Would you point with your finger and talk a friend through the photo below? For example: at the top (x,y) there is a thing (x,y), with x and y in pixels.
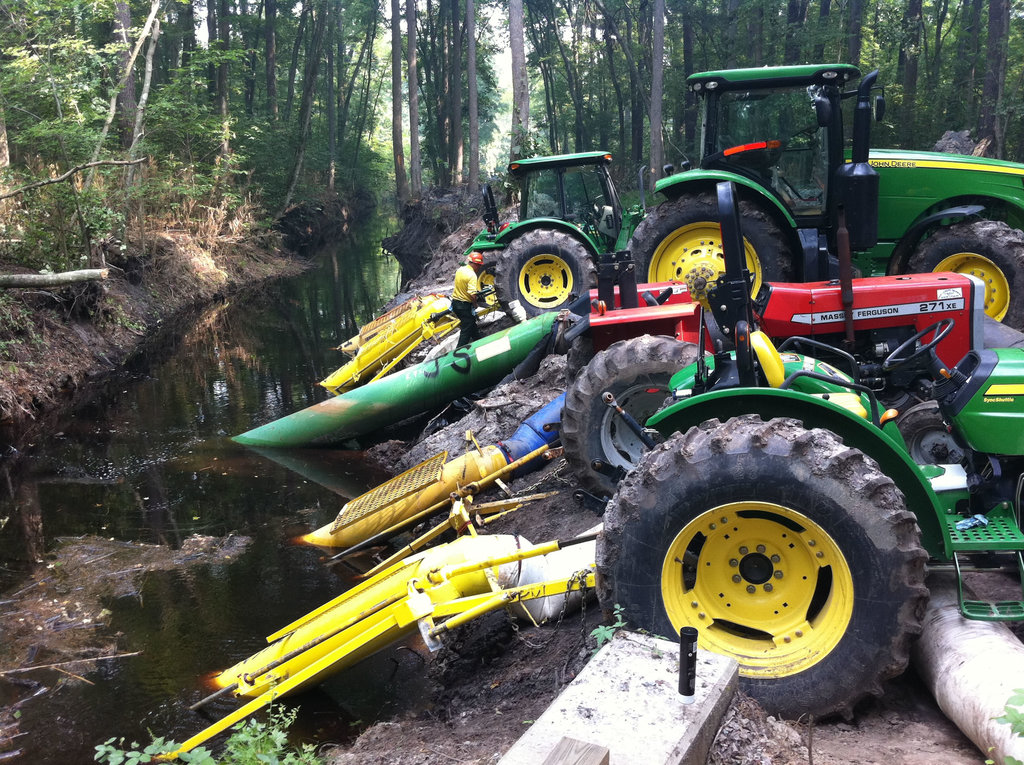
In this image we can see there is a person (461,309) standing on the ground (888,733) and there are few vehicles (746,685), trees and water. At the side there is a box (705,696) with a bottle (689,658).
